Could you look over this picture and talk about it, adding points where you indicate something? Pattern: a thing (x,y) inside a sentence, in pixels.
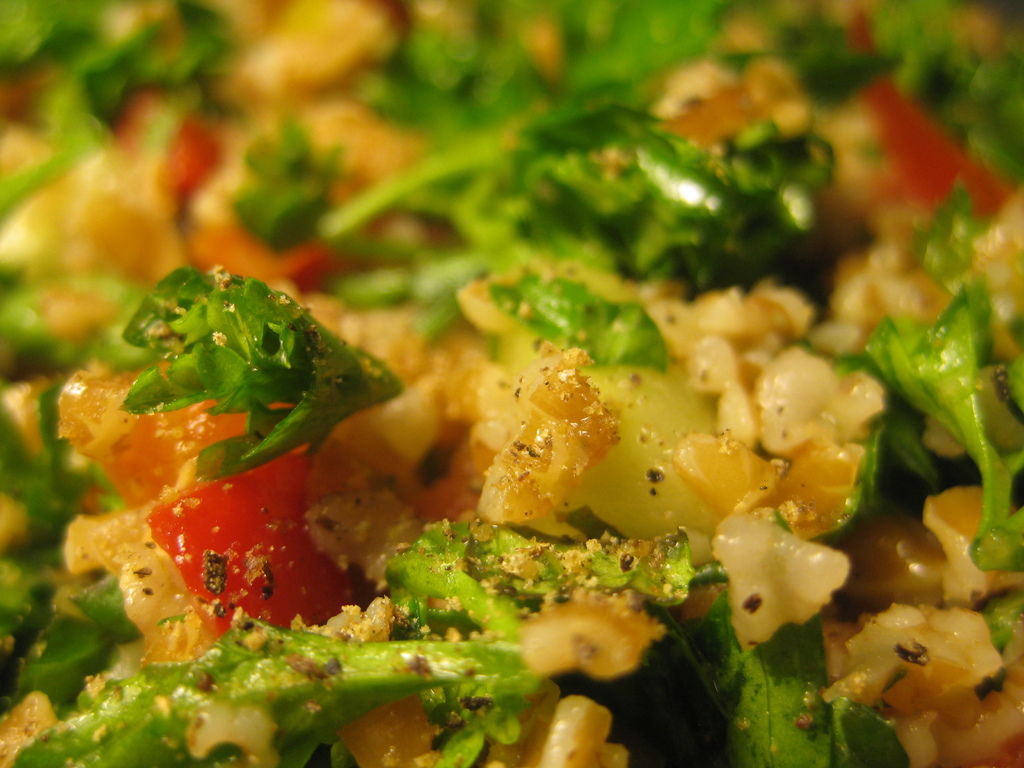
In this image we can see there is a food item (409,454).
